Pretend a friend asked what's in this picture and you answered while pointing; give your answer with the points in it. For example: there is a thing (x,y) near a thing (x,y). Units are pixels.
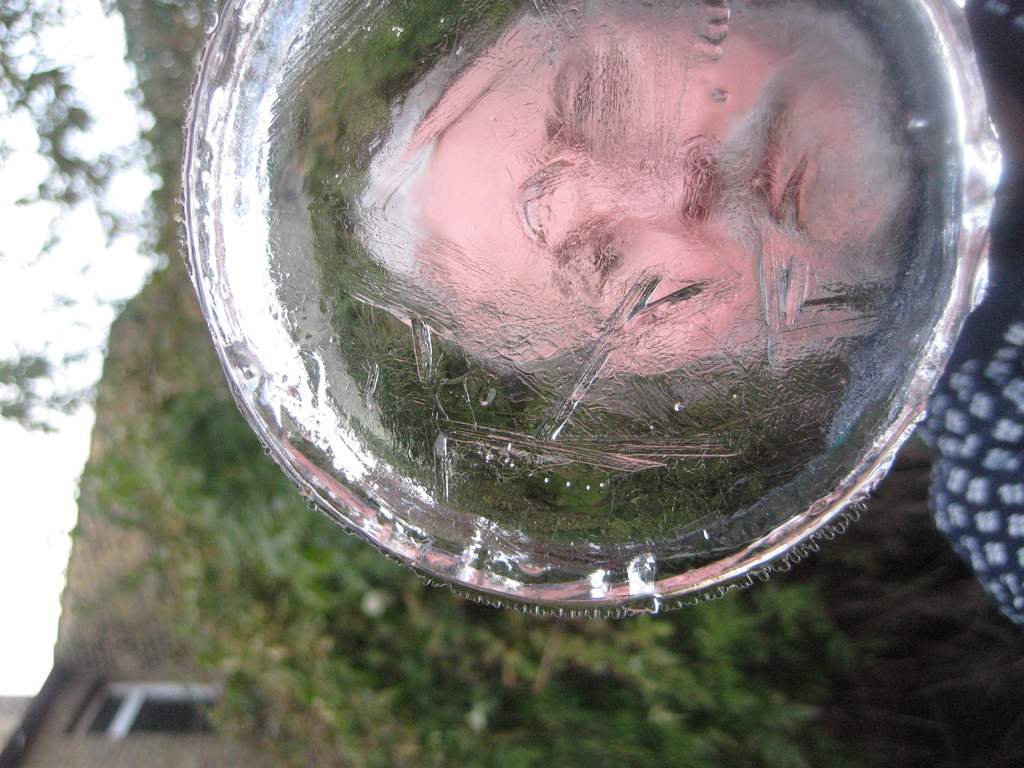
In this image we can see the face (560,353) of a man (561,363) reflected on the ice (565,377). On the backside (396,591) we can see some trees (383,624), a house (140,665) with window (178,685) and the sky (22,488).
